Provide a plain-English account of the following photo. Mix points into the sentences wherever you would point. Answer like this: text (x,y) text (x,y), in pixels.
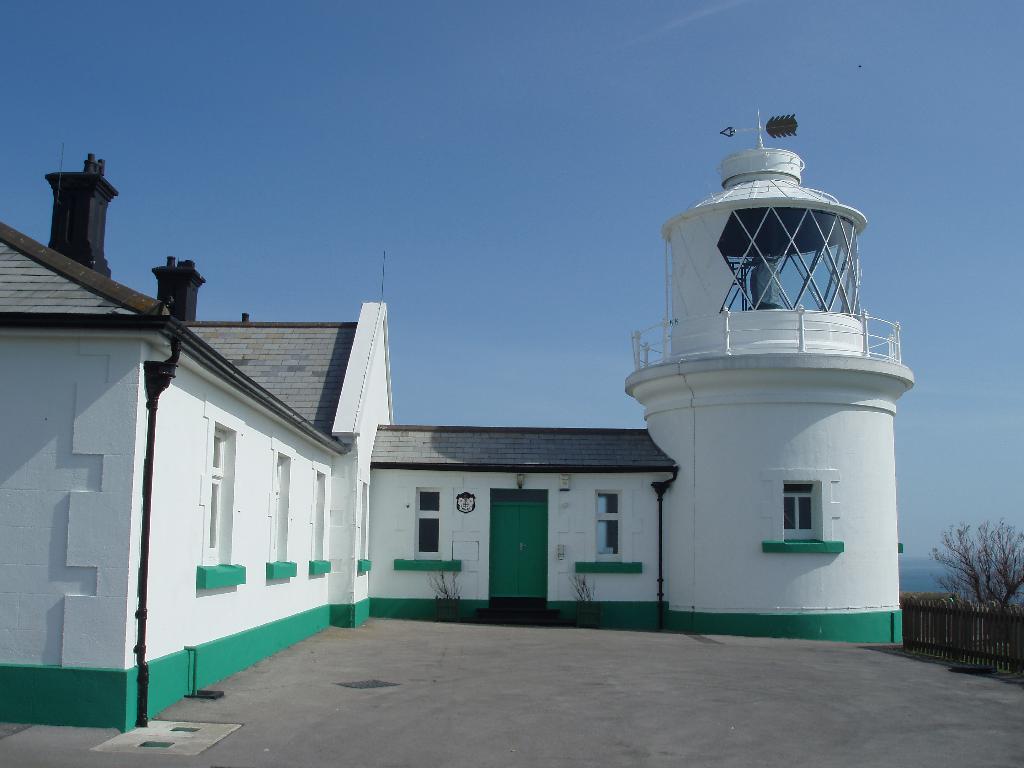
In this image there is a house (555,539) having a green colour door (508,558). Before it there are few plants (441,608). Right side (1009,640) there is fence (954,616), behind there are few trees (958,590) and sea (922,566). Top of image (527,142) there is sky (576,190).
